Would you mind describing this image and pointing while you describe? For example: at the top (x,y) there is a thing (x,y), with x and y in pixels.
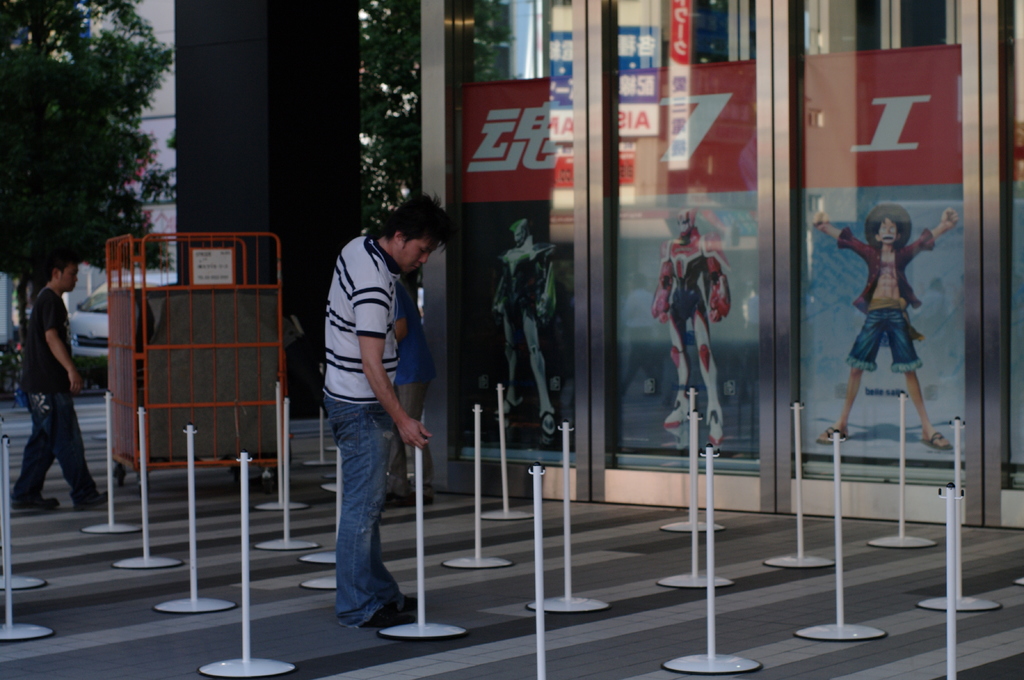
There is a complex (556,269) and in front of the complex (457,325) there are many small poles (421,493). A person (371,414) is standing beside one of the poles (251,460). Behind them there is a black square pillar (176,93) and behind the pillar (204,84) there is a vehicle (97,309) and some trees (140,100).
